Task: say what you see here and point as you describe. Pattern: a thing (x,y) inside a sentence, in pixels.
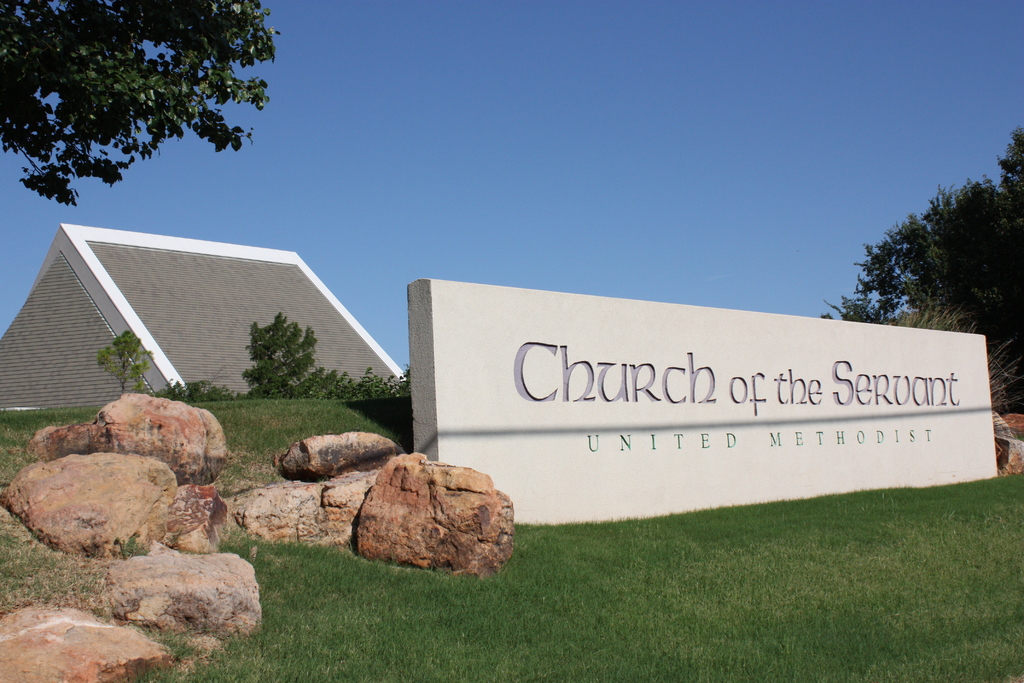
In the center of the image (549,351) there is a wall (937,334). At the bottom of the image (701,641) there is grass (699,611). There are stones (494,518) to the left side of the image (209,531). In the background of the image (340,246) there is sky (445,156) and trees (103,137). There is pyramid structure (167,254).
